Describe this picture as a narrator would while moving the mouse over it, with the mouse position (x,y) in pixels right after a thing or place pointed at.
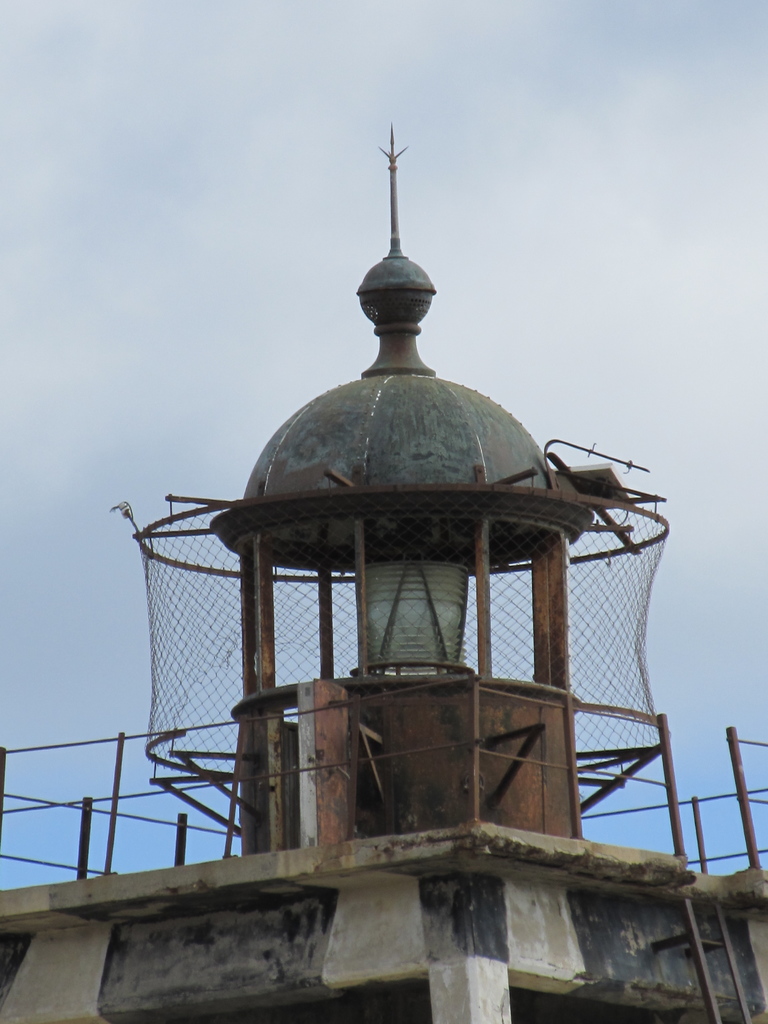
In this picture there is a small dome tower (453,485) on the top (161,893) of the building roof (557,920) with fencing net (205,665). Behind there is a blue sky (297,107).
